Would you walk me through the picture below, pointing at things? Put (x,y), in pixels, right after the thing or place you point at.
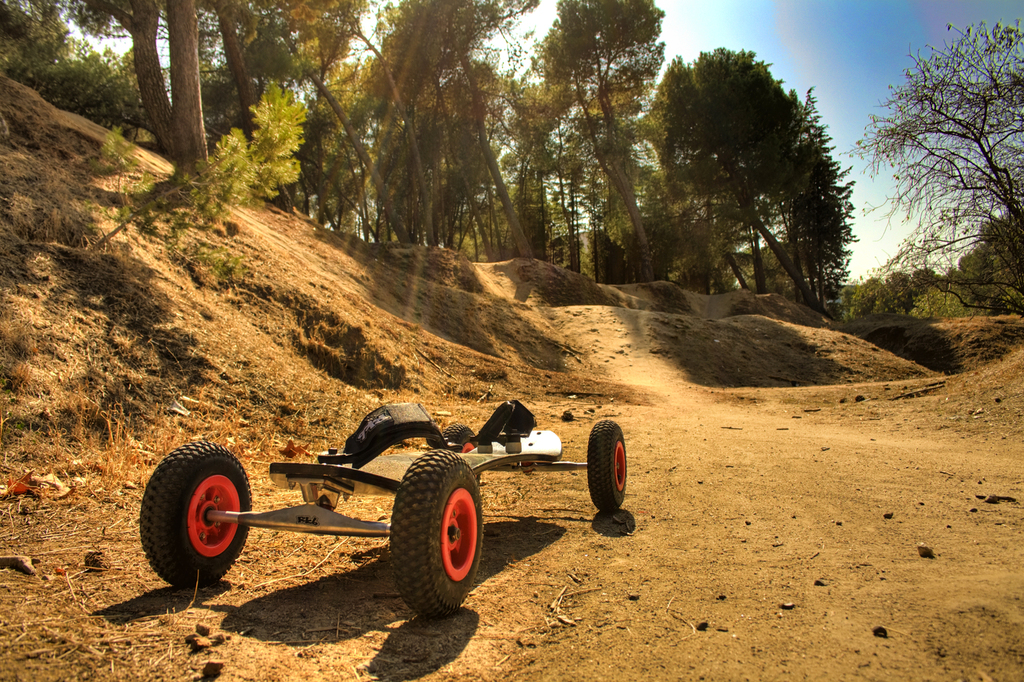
In the image there is a vehicle (230,481) in the foreground (296,462), around that there is a plain surface (274,208) covered with sand (575,346) and behind that there are trees (487,173).
